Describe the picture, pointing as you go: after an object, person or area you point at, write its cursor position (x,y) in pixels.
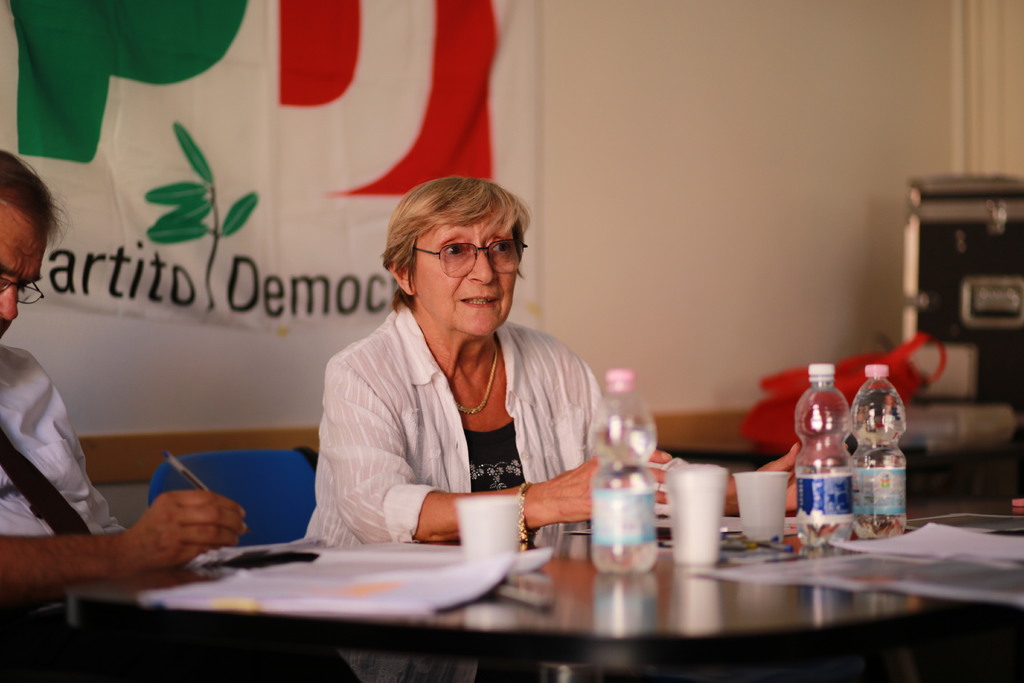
In this image I can see a man (33,178) and a woman (327,535) are sitting on chairs (286,496). Here on this table (736,625) I can see few glasses (669,465), few bottles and few papers (365,556). I can also see both of them are wearing specs (515,248).
